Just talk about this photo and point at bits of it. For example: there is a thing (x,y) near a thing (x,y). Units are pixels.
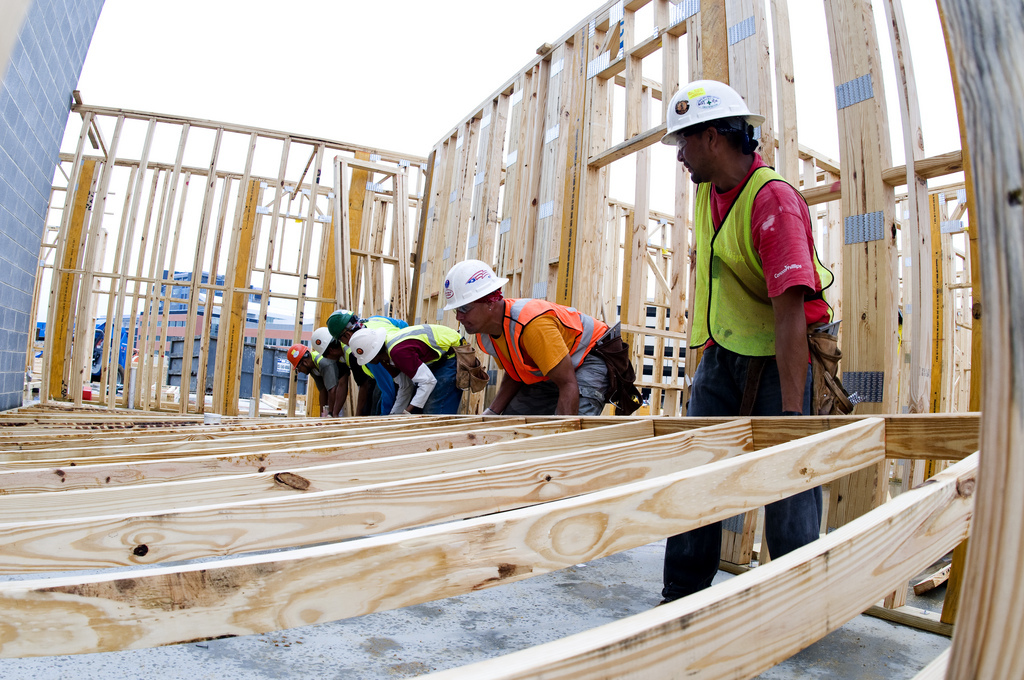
In this image I can see a shed (419,233) under construction. Few men (531,357) are wearing jackets (750,302), caps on the heads (703,140) and lifting a wooden object (603,455). At the top (284,65), I can see the sky (218,47).
